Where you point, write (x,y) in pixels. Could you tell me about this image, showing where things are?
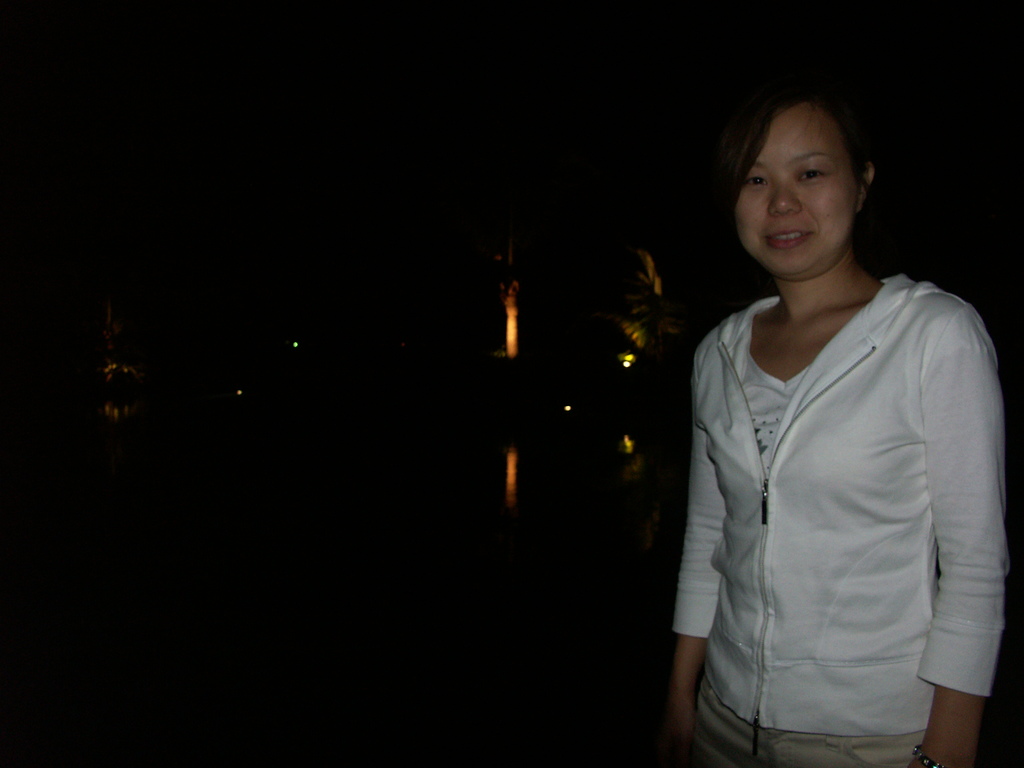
In the image on the right (856,490), we can see one woman (856,540) standing. And she is smiling, which we can see on her face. In the background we can see the lights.
